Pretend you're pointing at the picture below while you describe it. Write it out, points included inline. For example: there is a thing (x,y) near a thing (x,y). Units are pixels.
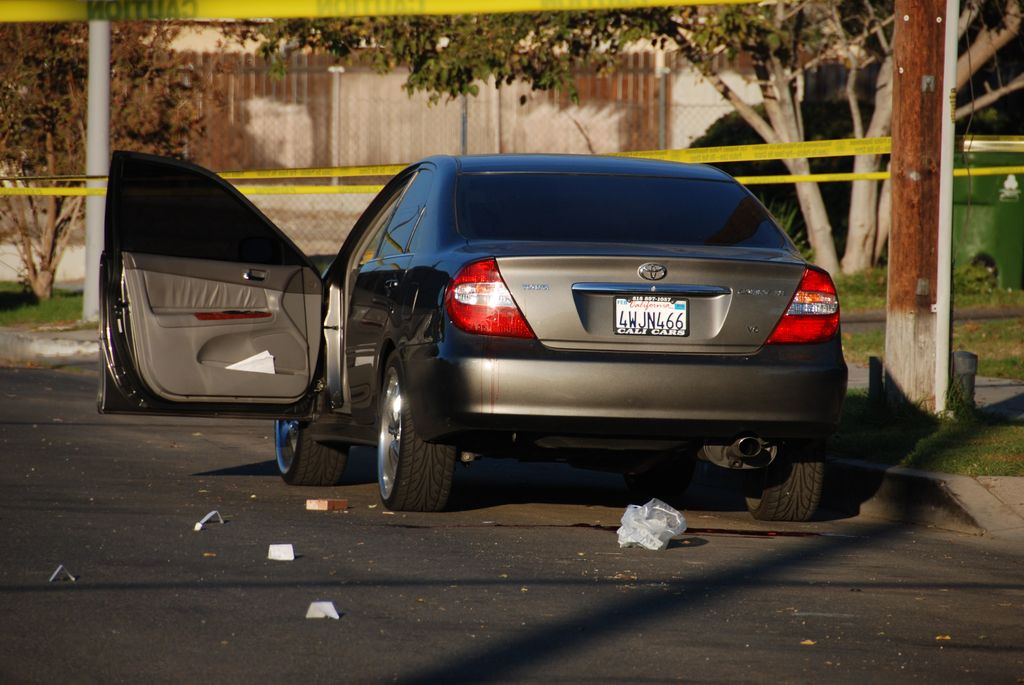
In this image we can see a car (411,465), there are some papers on the road (614,555), there are trees (37,144), ribbon (832,146), pole (912,196), also we can see the wall (716,115).
